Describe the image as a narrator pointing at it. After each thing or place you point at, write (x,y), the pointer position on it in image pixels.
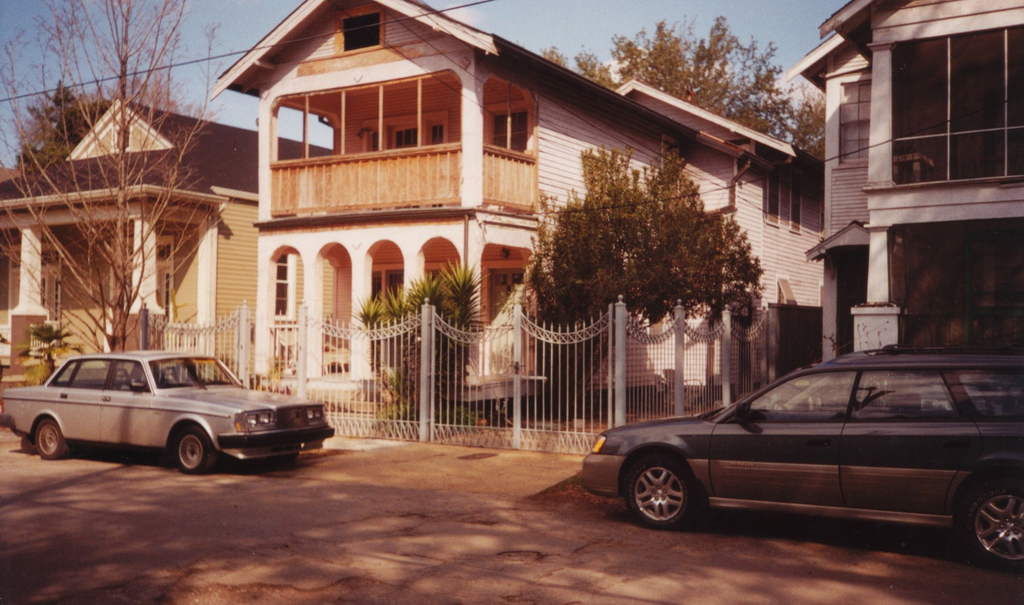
In this image I can see few buildings (71,327), windows (394,282), trees (575,315), railing (433,189), white gate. I can see few vehicles (642,444). The sky (537,31) is blue color.
